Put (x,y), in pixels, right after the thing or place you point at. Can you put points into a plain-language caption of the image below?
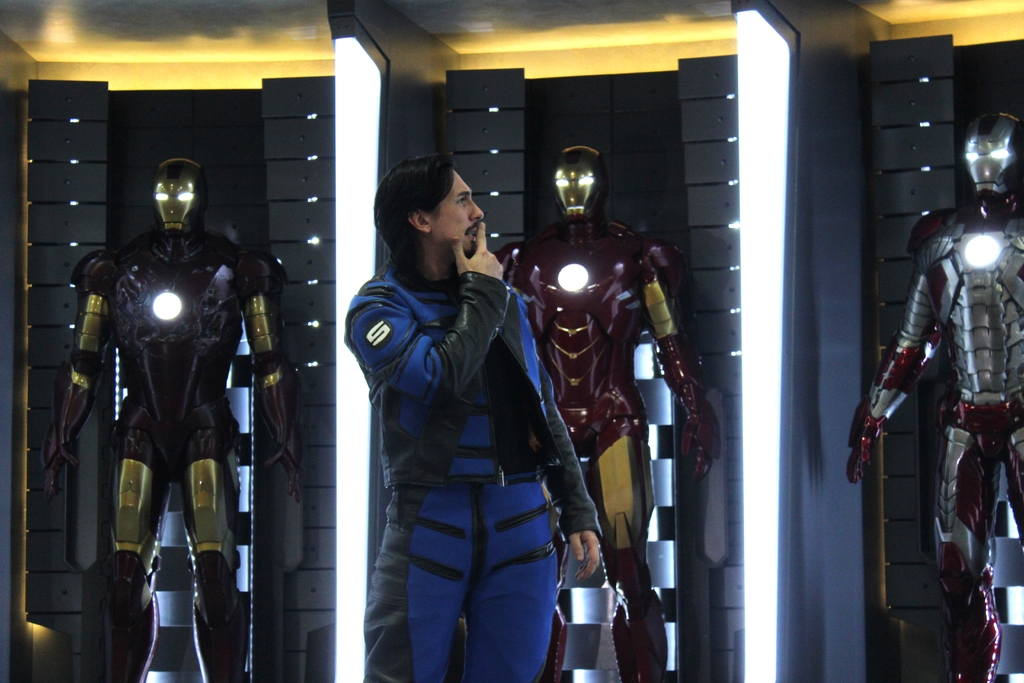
In the background (705,326) we can see lights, robots (109,326), ceiling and metal panels (576,679). In this picture we can see a man (469,207) standing.
